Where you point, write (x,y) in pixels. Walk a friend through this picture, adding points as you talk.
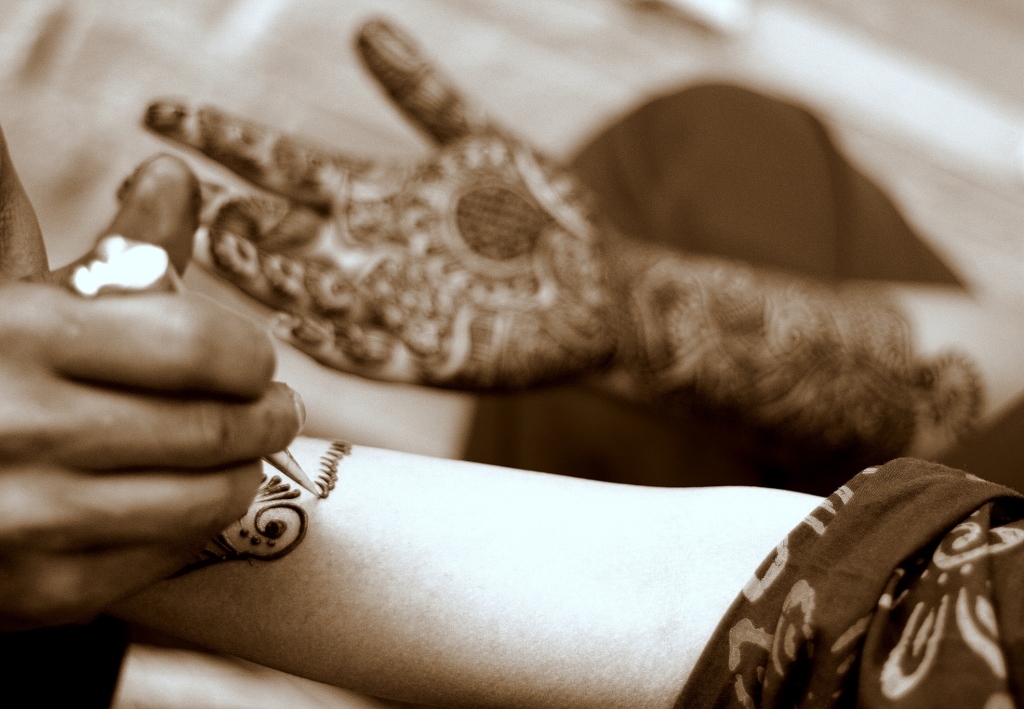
Here in this picture we can see somebody (109,328) is applying mehndi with the help of cone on the hands (306,524) of a person (488,294) and we can also see hand (249,179) full of design (296,252) in blurry manner present.
